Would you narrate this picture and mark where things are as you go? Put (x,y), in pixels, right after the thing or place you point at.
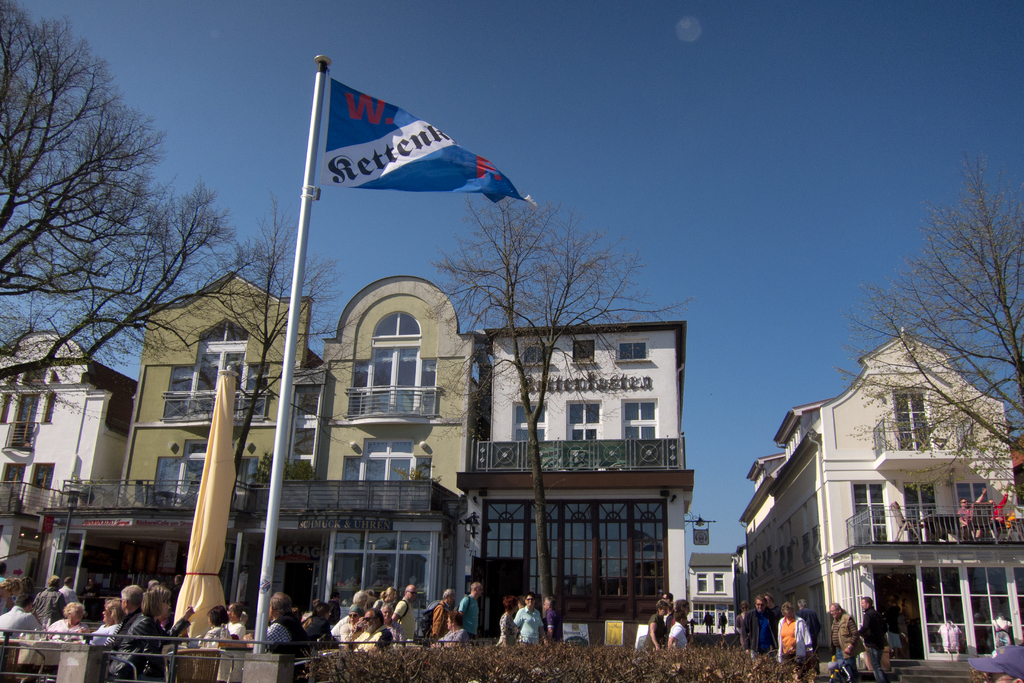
In this picture, we can see a few buildings (152,390) with windows (230,342), doors (913,655), and we can see stairs (937,668), fencing (160,680), we can see poles (302,215), flags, dry trees (0,101), plants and the sky (740,247).
